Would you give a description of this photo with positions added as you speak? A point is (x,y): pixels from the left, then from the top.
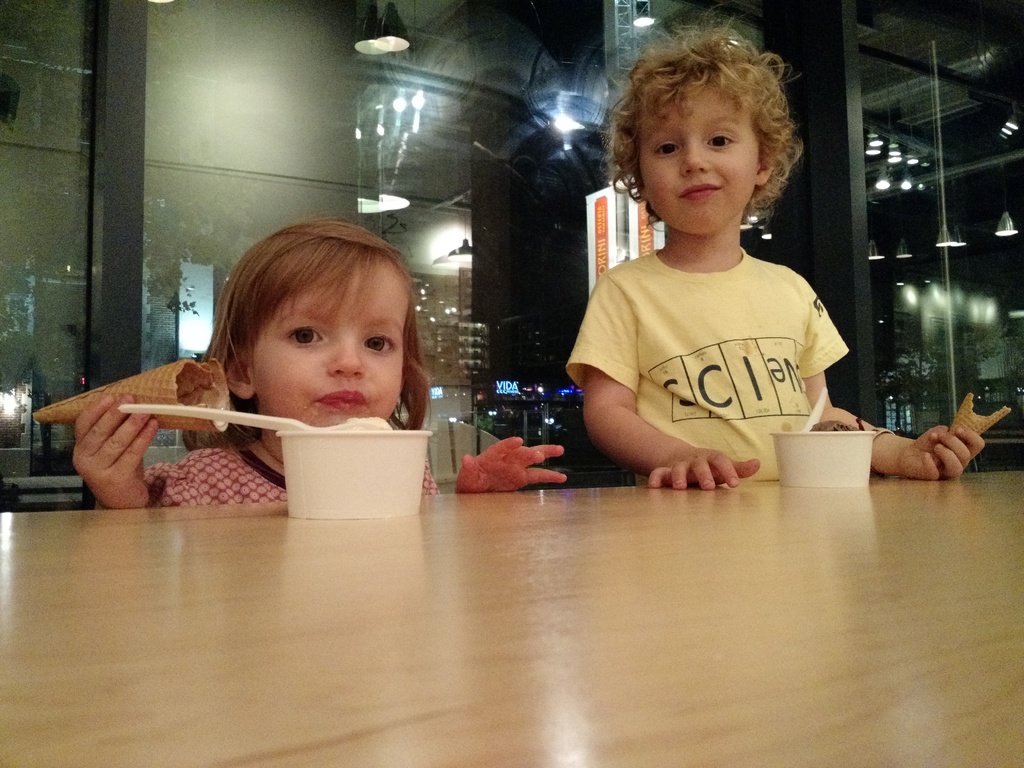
In this image there are two children (367,385), who are eating ice cream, and at the bottom (537,618) there is a table (389,522). On table (280,521) there are bowls (372,474), and in the bowls (358,519) there is ice cream (358,429) and in the background (204,202) there are glass doors (380,143), lights (398,111) and through the doors (83,290) we could see reflection (52,344) of some buildings (470,313), trees (150,258) and some objects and lights (424,96).
